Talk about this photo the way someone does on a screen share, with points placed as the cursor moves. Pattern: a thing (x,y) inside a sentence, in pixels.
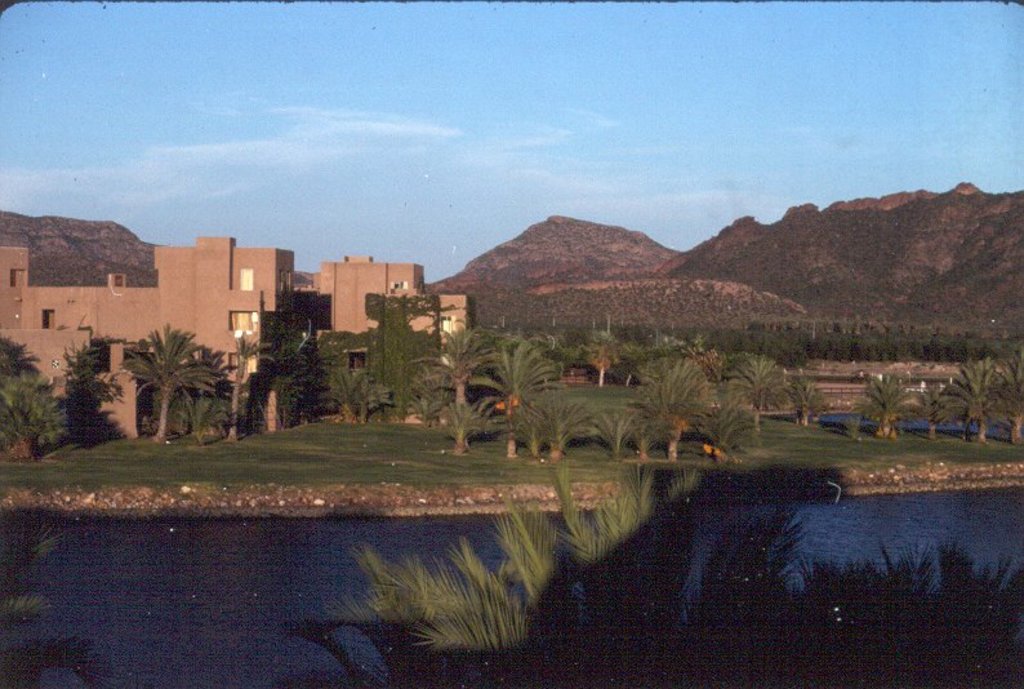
In this image we can see buildings (242,310), trees (804,614), mountains (16,243) and lake (233,585). The sky (355,116) is in blue color.
